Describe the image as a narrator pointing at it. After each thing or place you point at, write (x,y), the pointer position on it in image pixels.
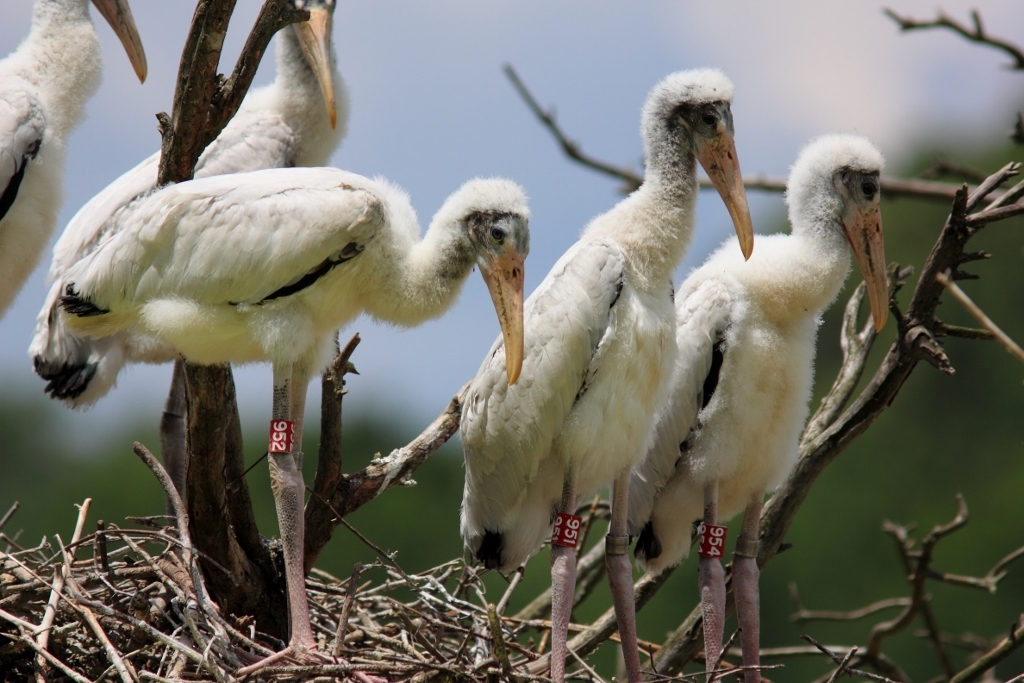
In this picture we can see there are birds (286,343) and to the birds legs (302,438) there are some stickers (724,539) and behind the birds (673,351) there are branches (236,625) and a blurred background (931,511).
